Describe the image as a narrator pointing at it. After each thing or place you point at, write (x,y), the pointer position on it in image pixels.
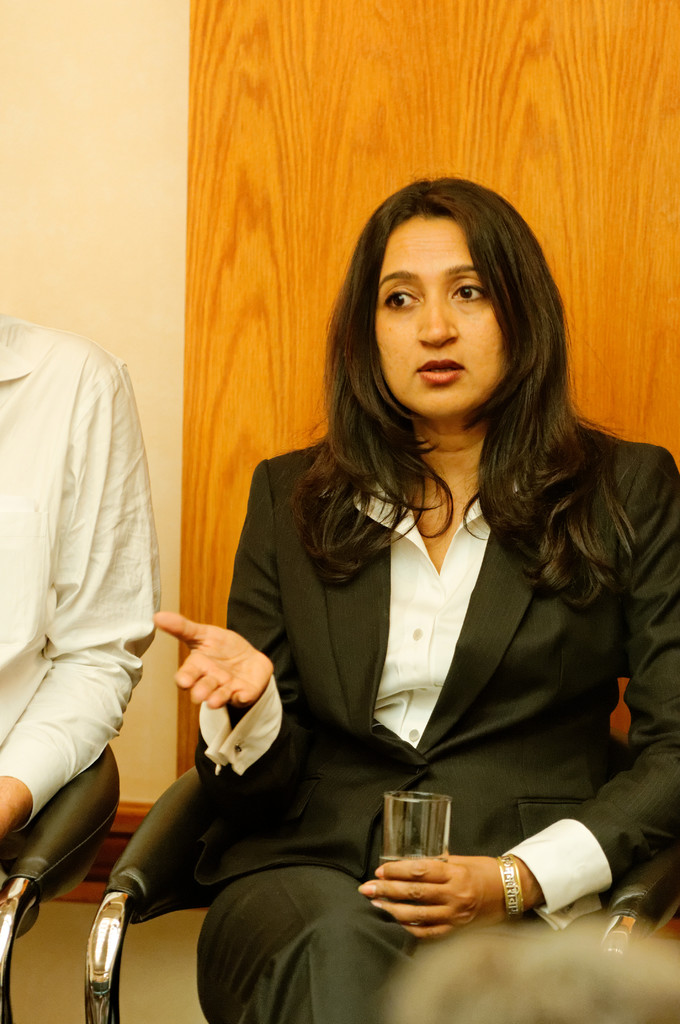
In this picture we can see a woman (275,822) sitting on the chair (166,892). She is holding a glass (386,822) with her hand (438,868). And she is in black color suit (533,655). On the background (163,164) there is a wall (109,142).
